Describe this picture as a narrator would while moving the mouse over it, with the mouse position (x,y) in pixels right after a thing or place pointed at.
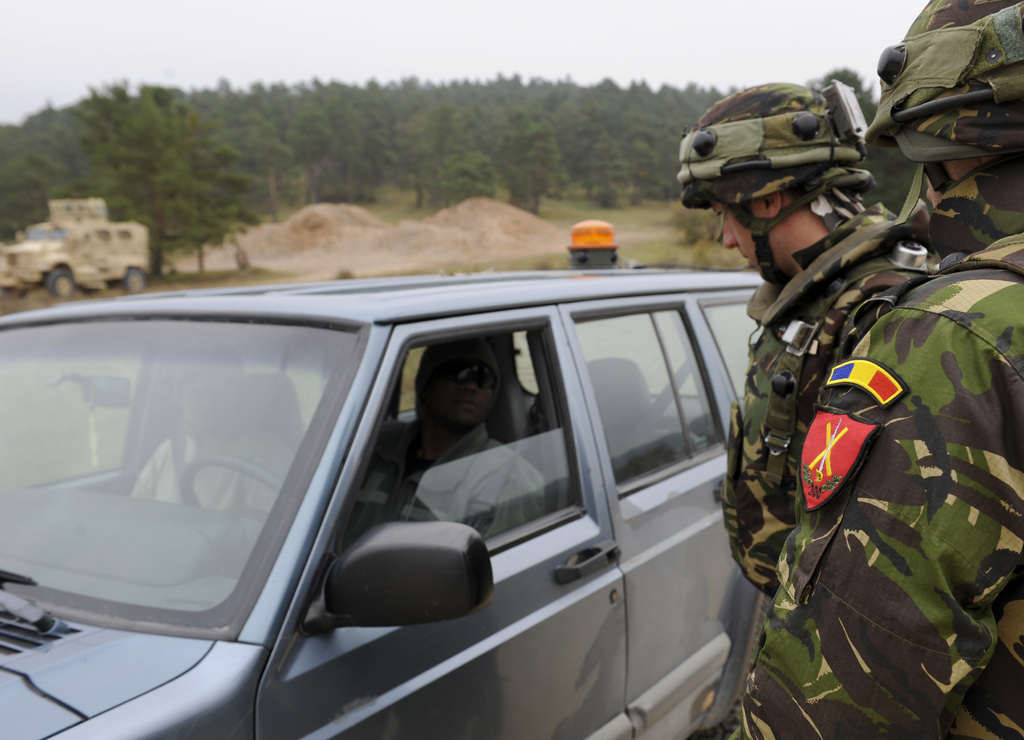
This picture is clicked outside. On the right (837,200) we can see the persons (979,342) wearing uniforms (844,554) and standing on the ground (531,213). On the left (228,681) there is a car (489,274) and in which we can see a person (385,441) in the car (417,312). In the background (371,57) there is a sky (534,32), trees (624,143), a vehicle (96,269) and some other objects (508,237).
